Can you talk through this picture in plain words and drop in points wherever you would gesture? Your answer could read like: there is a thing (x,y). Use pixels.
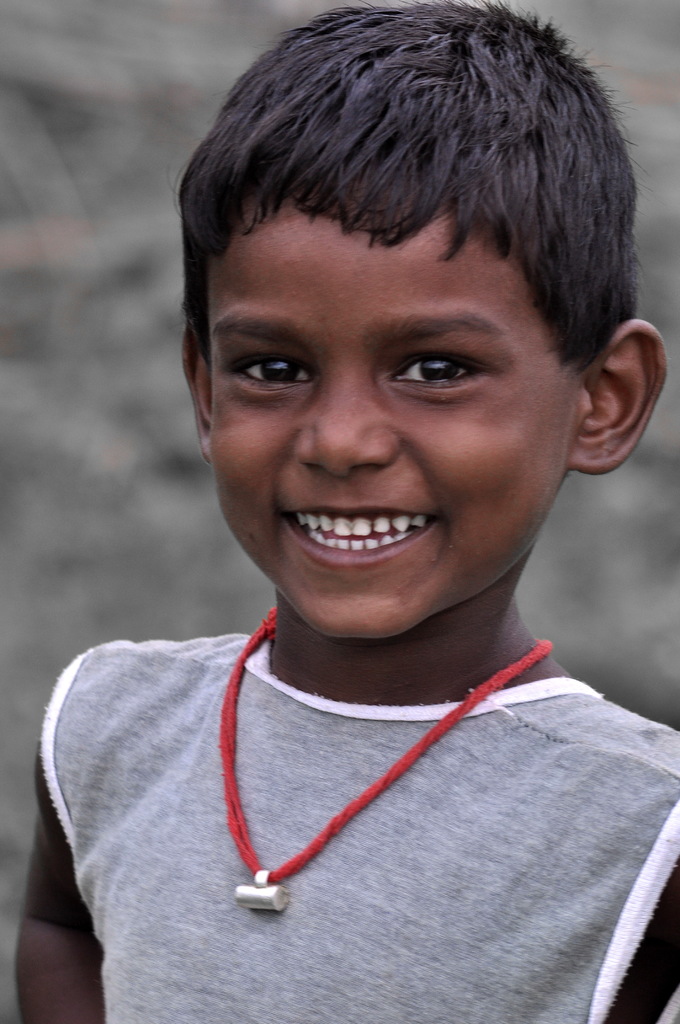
In the foreground of this picture (330,812) we can see a kid (330,815) wearing t-shirt (462,782) and smiling. In the background (122,236) we can see some other objects (94,381).
